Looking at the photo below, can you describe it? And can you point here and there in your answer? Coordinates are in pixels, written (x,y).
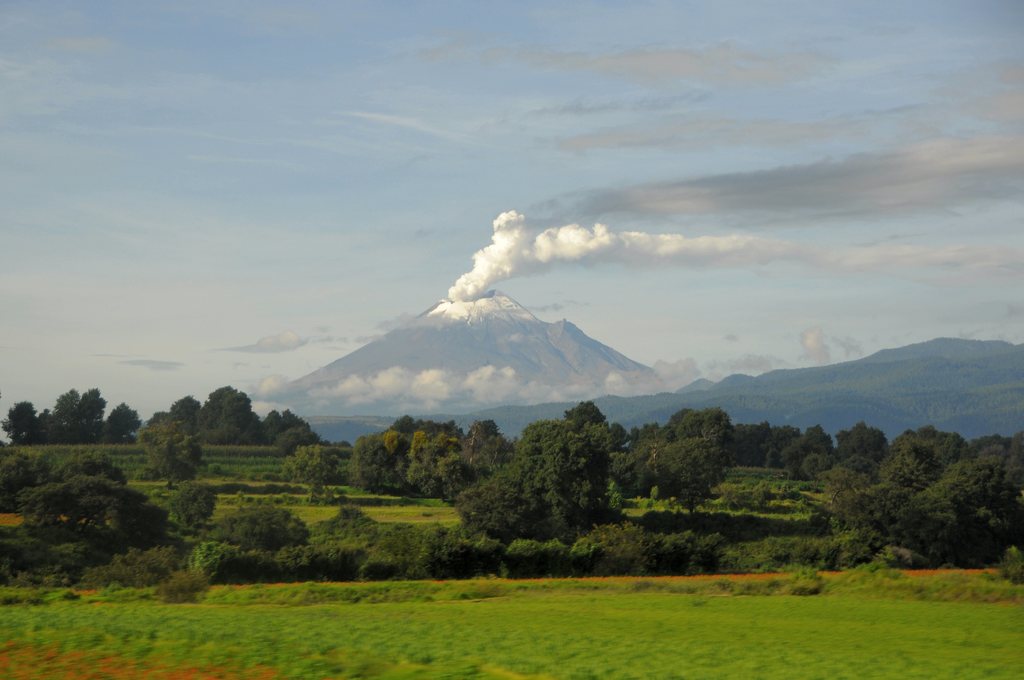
In this picture we can observe some trees (559,507). There is some grass (394,621) on the ground (516,638). In the background (487,366) we can observe a volcano (486,350) and a sky (343,154) with some clouds (432,380).
